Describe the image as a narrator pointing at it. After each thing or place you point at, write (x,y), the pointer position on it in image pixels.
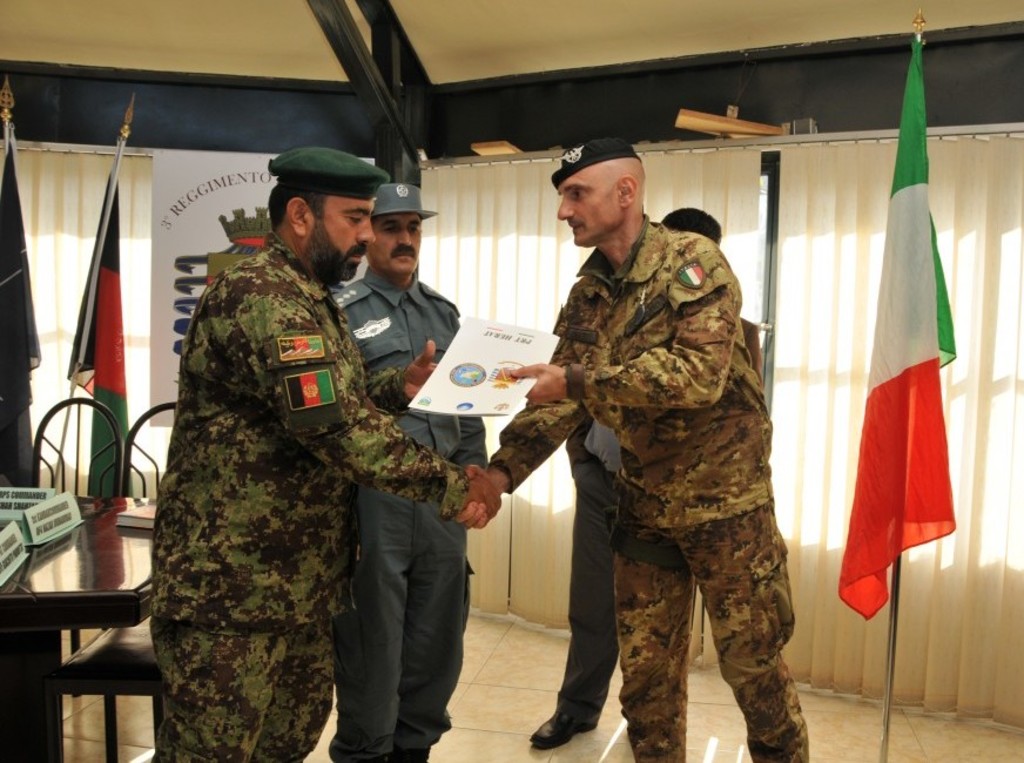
This is an inside view. Here I can see two men (433,487) wearing uniforms (693,405), standing and shaking their hands (475,471). The man (621,424) who is on the right side (698,510) is holding the book (490,399) in the hand (544,386) and giving to the other man (329,378). At the back of them there are two more persons (402,355) standing. On the right (892,467) and left side of the image (111,304) there are few flags (110,403). On the left side (88,595) there is a table (90,575) on which few name boards (38,526) and a book (139,523) are placed. Beside the table (93,574) there are few chairs (108,690). In the background (86,446) there is a curtain (496,221) and a white board (207,202) on which I can see some text (194,190).
